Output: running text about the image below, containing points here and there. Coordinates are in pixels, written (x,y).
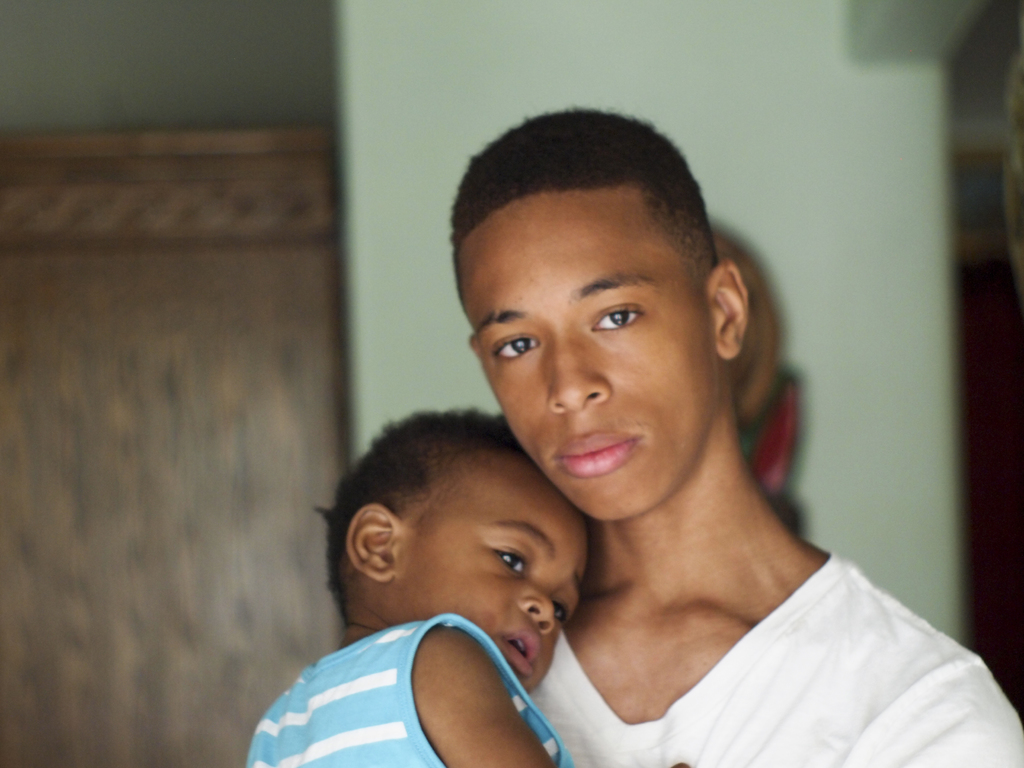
In the image we can see the close up image of a man (560,680) and a baby (528,697) wearing clothes (715,742). Here we can see wall (768,212) and the background (805,199) is blurred.
